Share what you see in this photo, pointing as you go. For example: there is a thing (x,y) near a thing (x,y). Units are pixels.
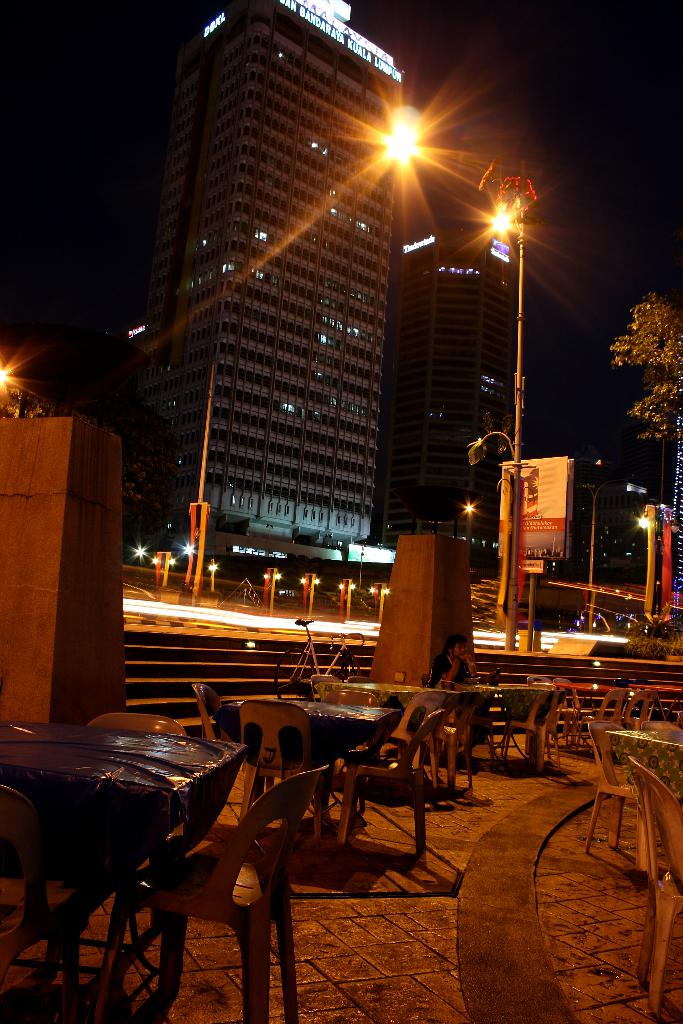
This picture is clicked outside. In the center (357,648) there is a staircase (648,674). In the bottom (264,726) there are some tables (62,802) and chairs (649,802) which are empty. There is a person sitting in the center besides a pillar (429,580). There is a bicycle (277,687) at the stairs (273,664). In the top of the image (340,299) there is a building (294,465), besides there is another building (423,337). In the right corner (631,364) there is a tree (675,399), to the left corner (41,435) there is another pillar (44,596).
